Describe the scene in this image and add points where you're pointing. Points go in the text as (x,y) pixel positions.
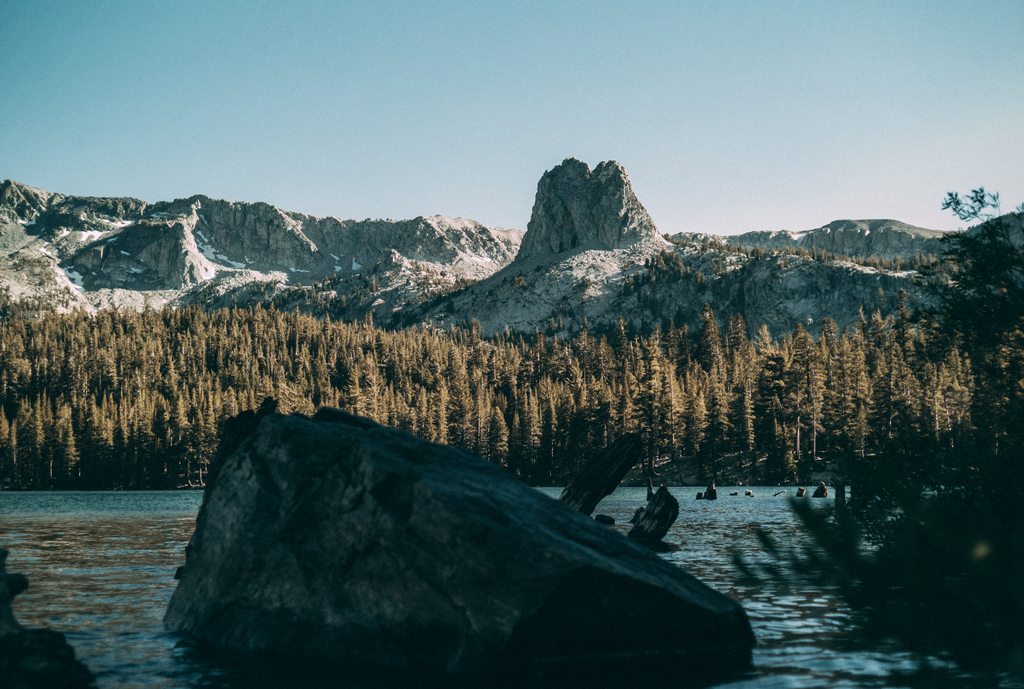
In this picture we can see water (103,508), many trees (284,352) and hills (595,209).
